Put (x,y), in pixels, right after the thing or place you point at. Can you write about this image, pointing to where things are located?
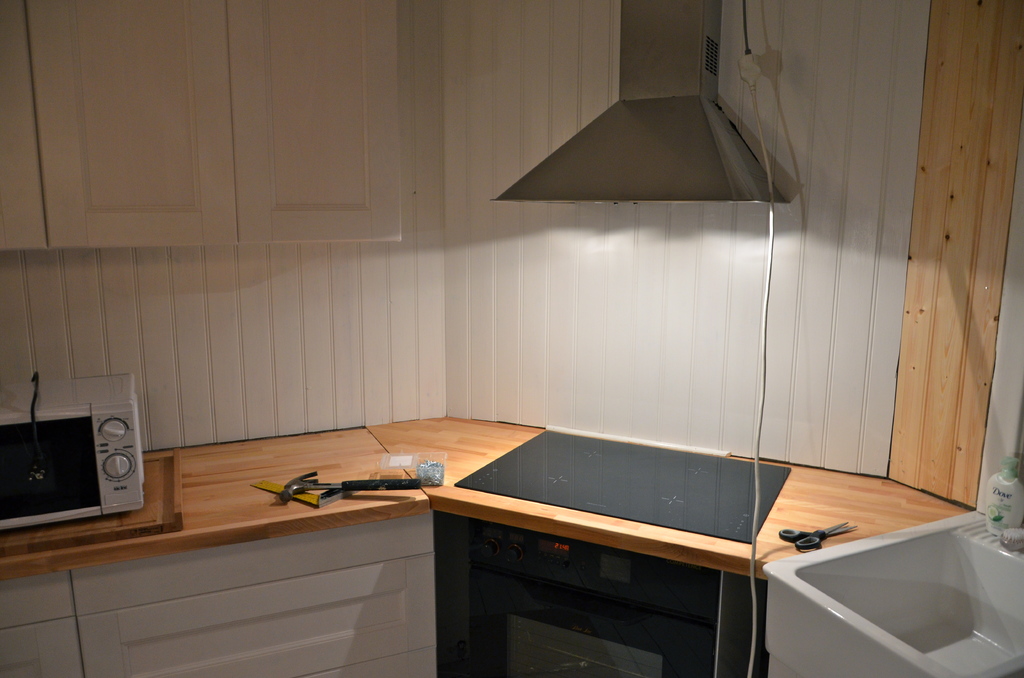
In this image I can see a hammer (402,481), a scissors (785,534), a box (419,467), a light (598,202) and a microwave (87,408).
